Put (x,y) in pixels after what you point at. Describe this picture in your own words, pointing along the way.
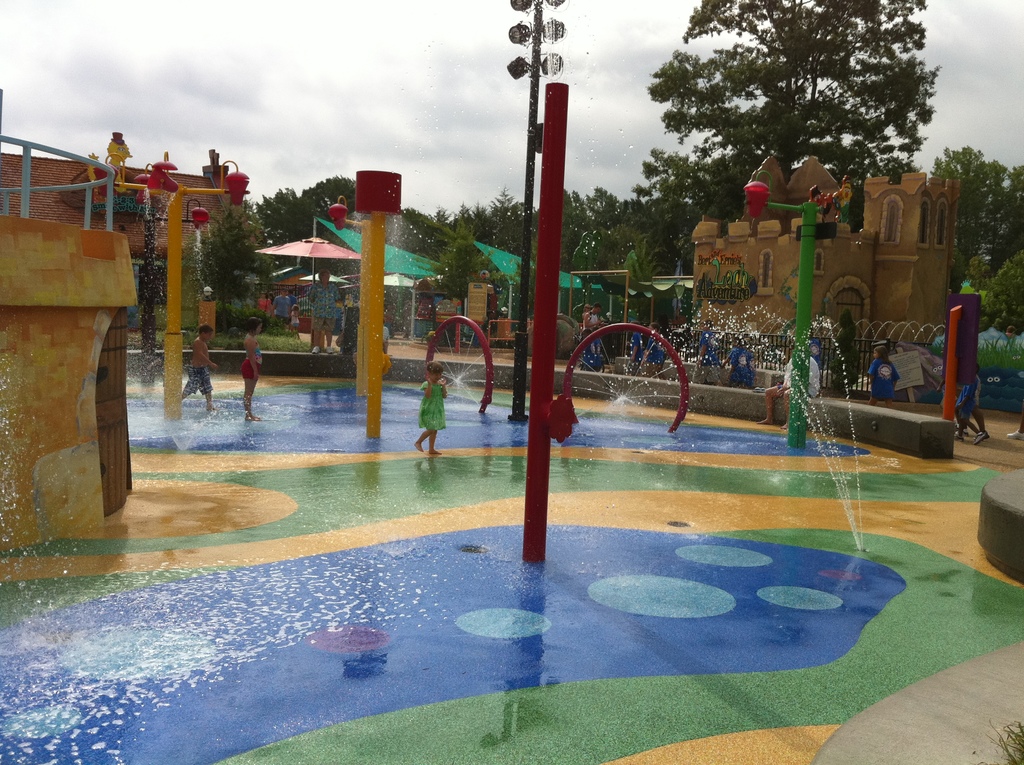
This is the picture of water park (449,370) some kids (197,365) playing near the water adventure (447,428), some persons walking along the way (438,496) and in the background (617,127) there are some trees (458,252) and cloudy sky (276,116).
